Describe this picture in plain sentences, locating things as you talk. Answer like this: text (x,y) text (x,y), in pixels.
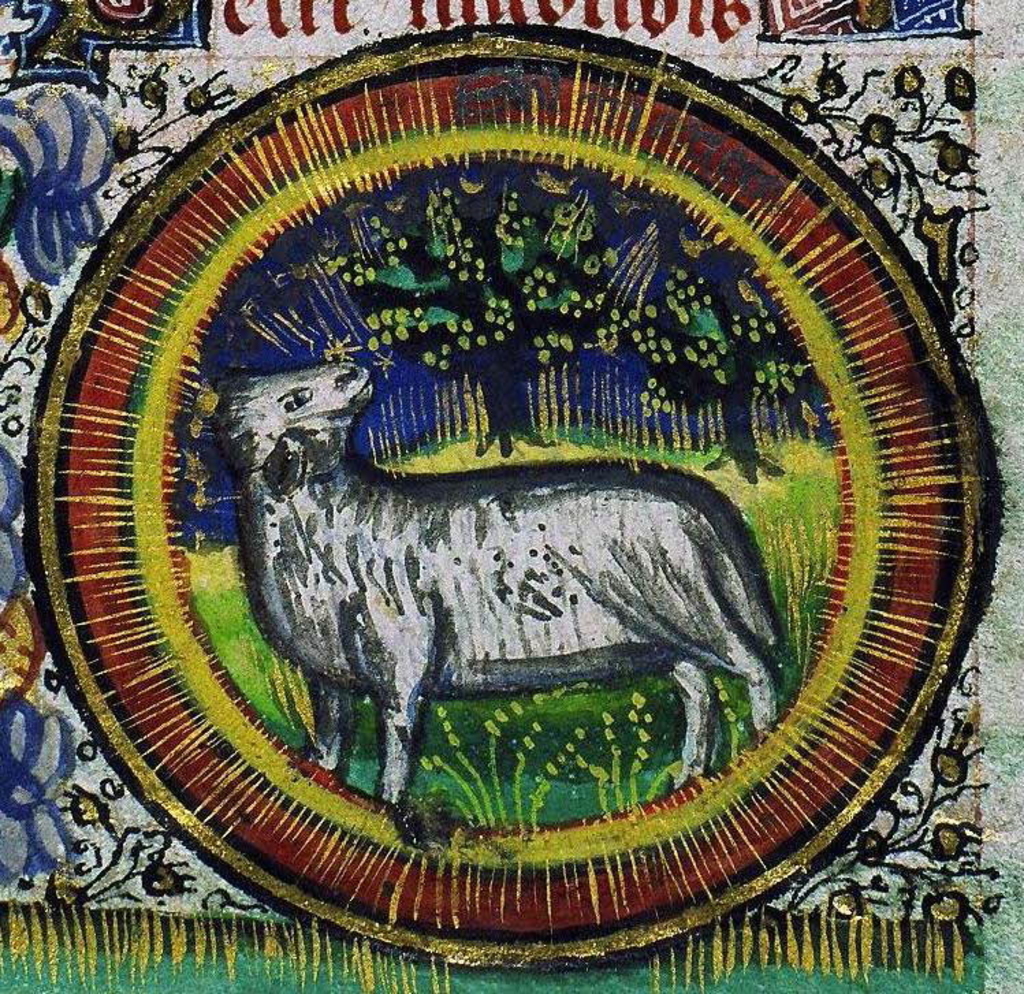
In the image we can see there is a painting (179,664), in the painting (564,541) we can see an animal (451,582), grass (532,777) and tree (512,341).
